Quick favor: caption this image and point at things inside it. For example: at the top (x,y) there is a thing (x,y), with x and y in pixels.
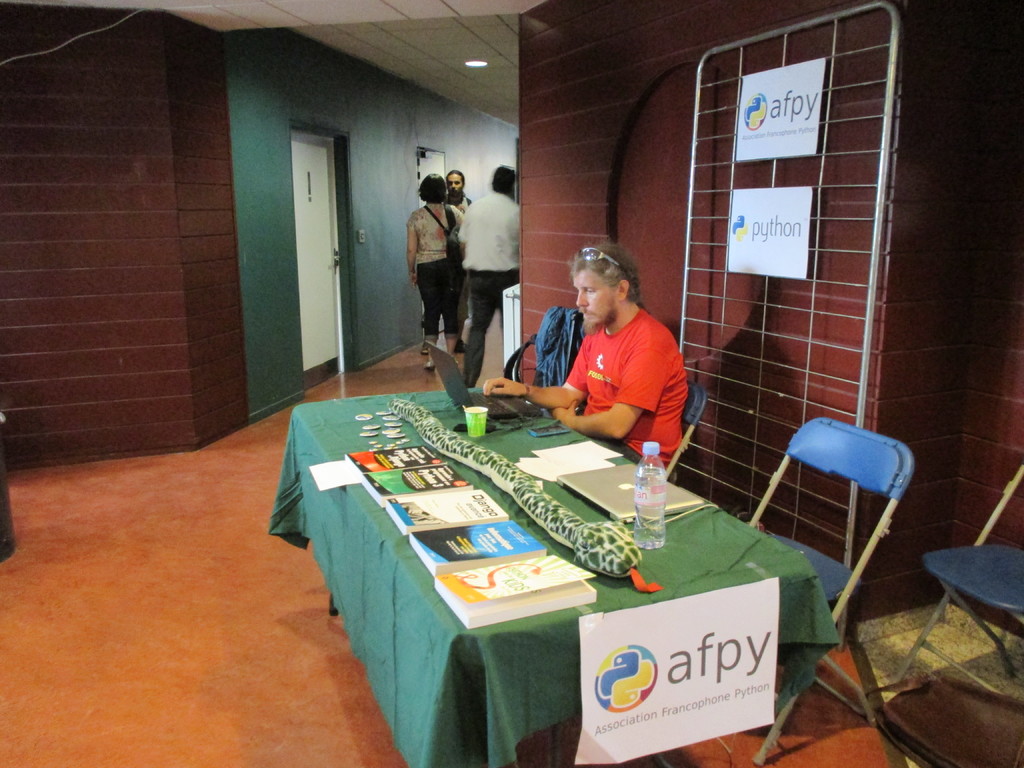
In the image there is a table (357,536). On the table (471,480) there are books (500,528), laptops (602,474), cups (475,421) and water bottles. And also there is a model (457,445) of a snake (466,444). Behind the table (518,449) there is a man (627,347) sitting and there are few empty chairs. Behind him there is a stand (698,163) with posters (789,142) and also there is a wall (787,174). In the background (429,201) there are three persons (475,246) standing. And there is a wall (453,111) with doors (443,166).
